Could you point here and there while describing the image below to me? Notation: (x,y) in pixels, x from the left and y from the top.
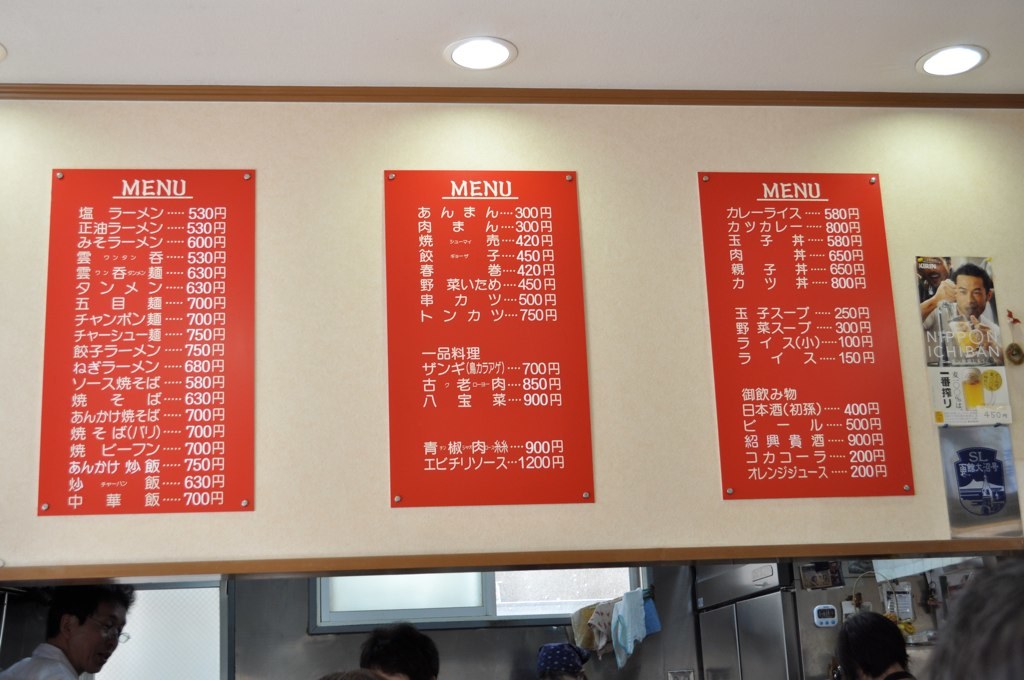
At the bottom of the image (884,671) there are heads (98,635) of few people (69,652). And also there are machines (754,593). On the wall (256,637) there are glass windows (373,586) and also there is a door (171,616). At the top of the image (711,175) there are lights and also there are boards (148,314) with text (136,229) on it. And also there are posters (994,418).
